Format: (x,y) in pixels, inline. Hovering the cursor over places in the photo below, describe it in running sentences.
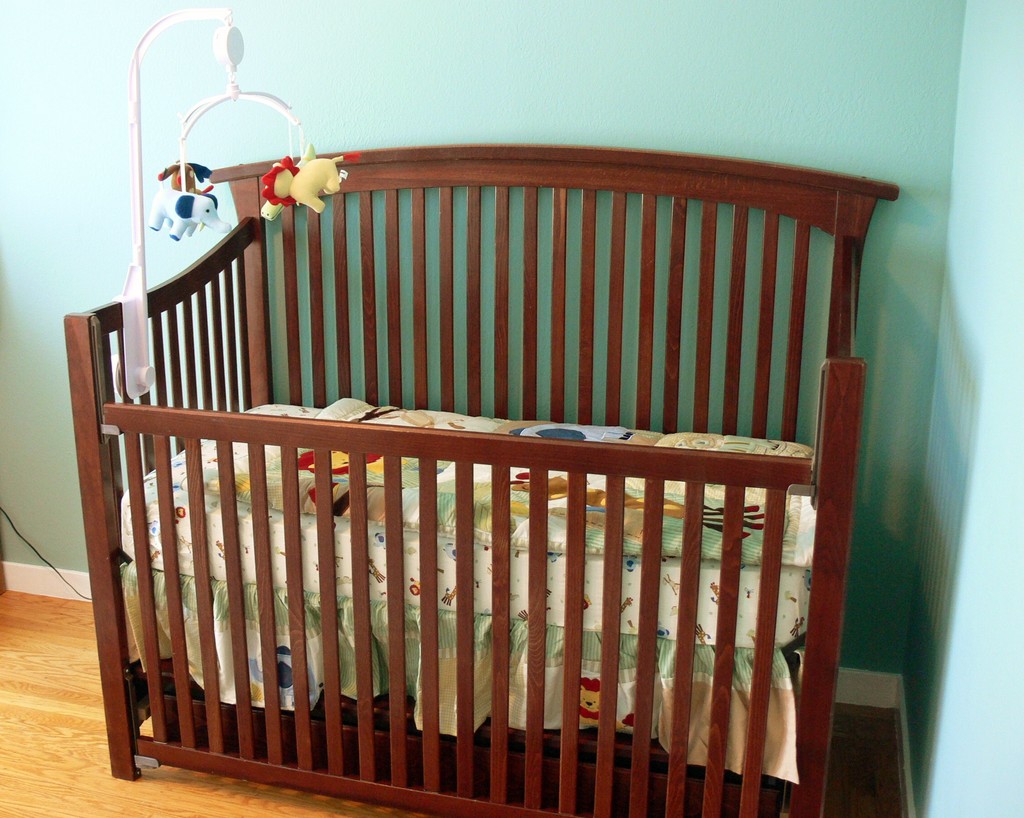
In this image we can see a cradle (332,440) and there is a toy (292,177). In the background (660,68) there is a wall (607,77).
